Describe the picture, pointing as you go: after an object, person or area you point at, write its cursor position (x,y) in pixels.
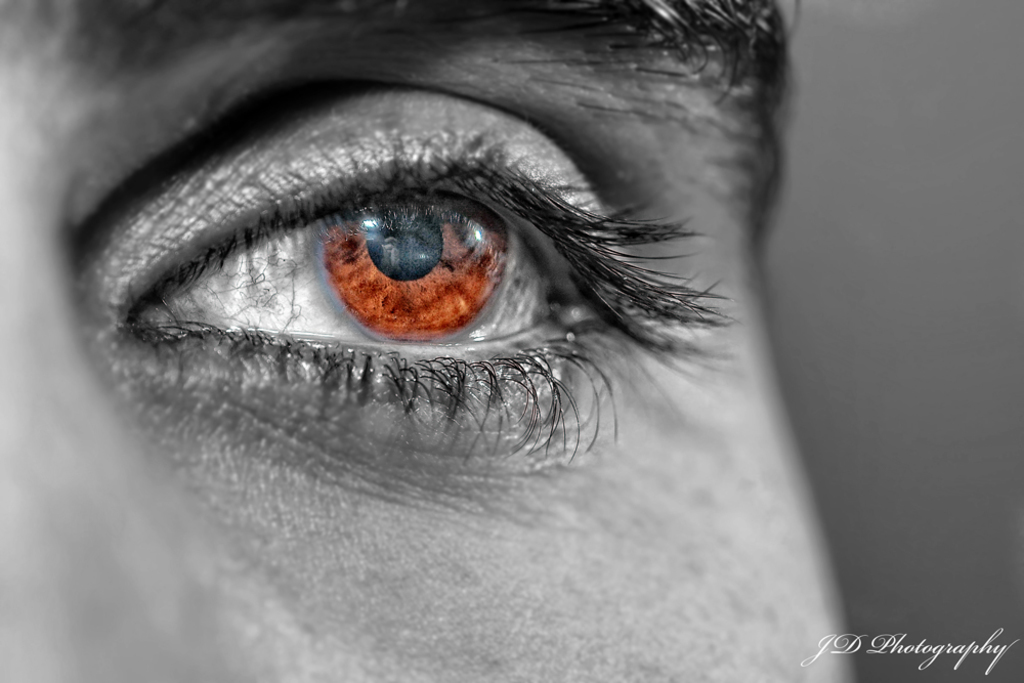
In this image we can see a person (408,423) truncated and at the bottom of the image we can see some text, in the background (871,17) there is a wall (817,258).
